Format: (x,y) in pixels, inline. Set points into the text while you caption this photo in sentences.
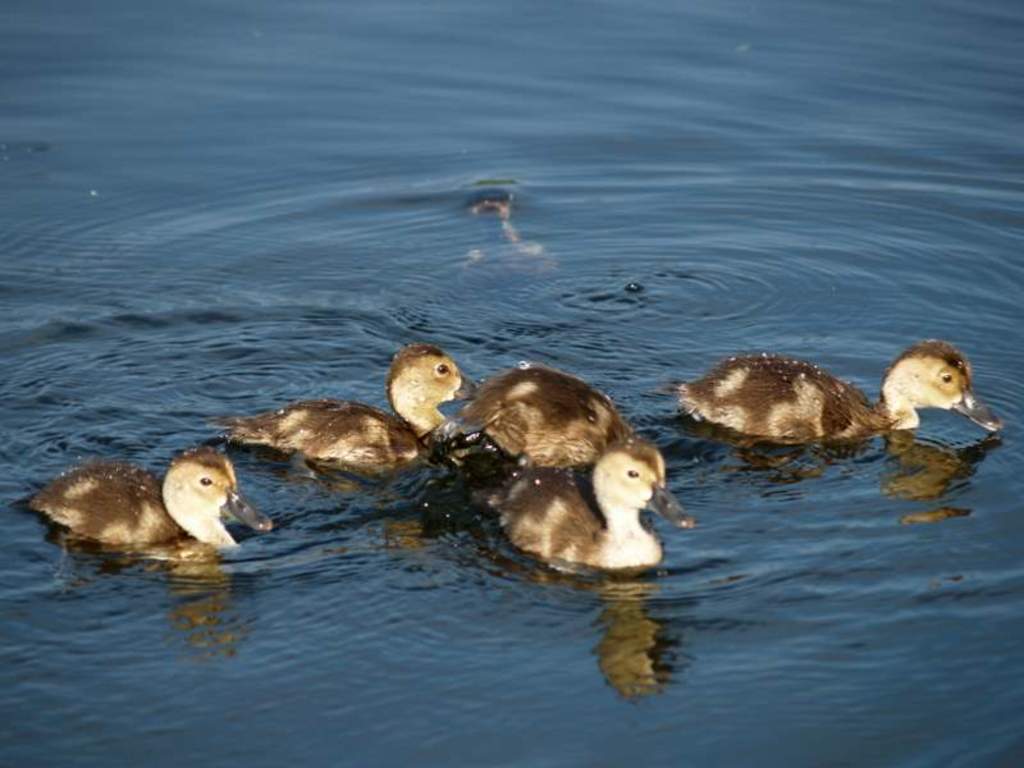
Here in this picture we can see a group of ducks (420,444) present in the water (512,562) over there.
